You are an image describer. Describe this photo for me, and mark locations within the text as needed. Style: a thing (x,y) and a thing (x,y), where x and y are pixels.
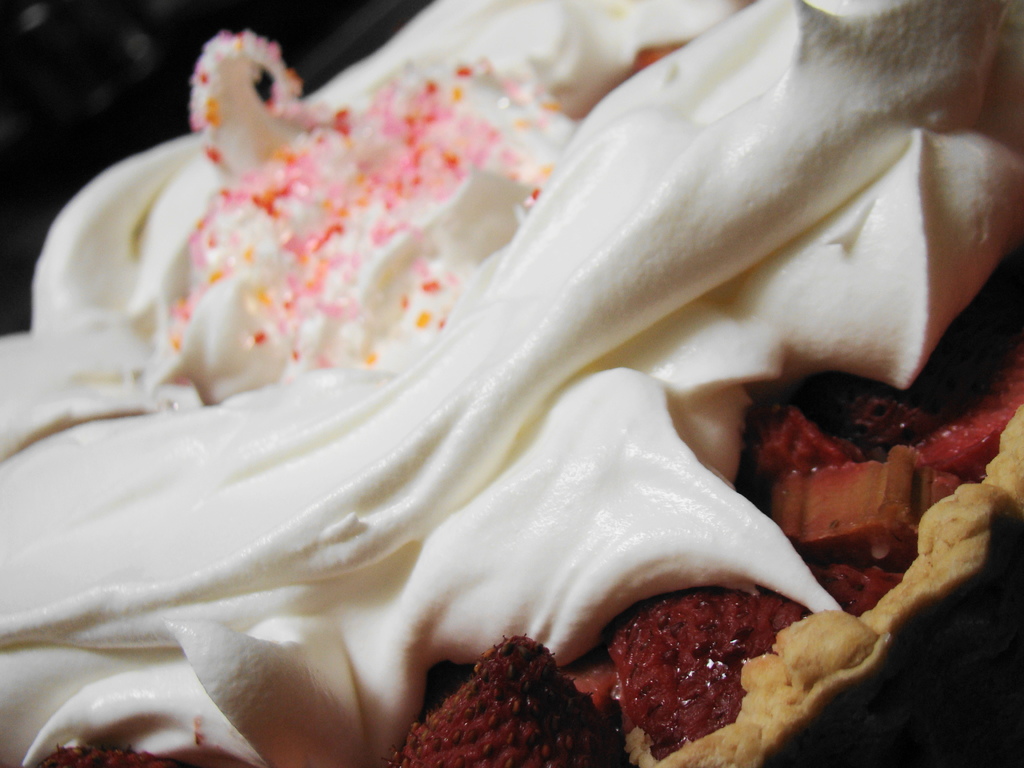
In this image I can see brown colour food (701,634) and on it I can see white colour cream (362,521). I can also see pink colour ingredients (353,122) on the cream (271,140).
